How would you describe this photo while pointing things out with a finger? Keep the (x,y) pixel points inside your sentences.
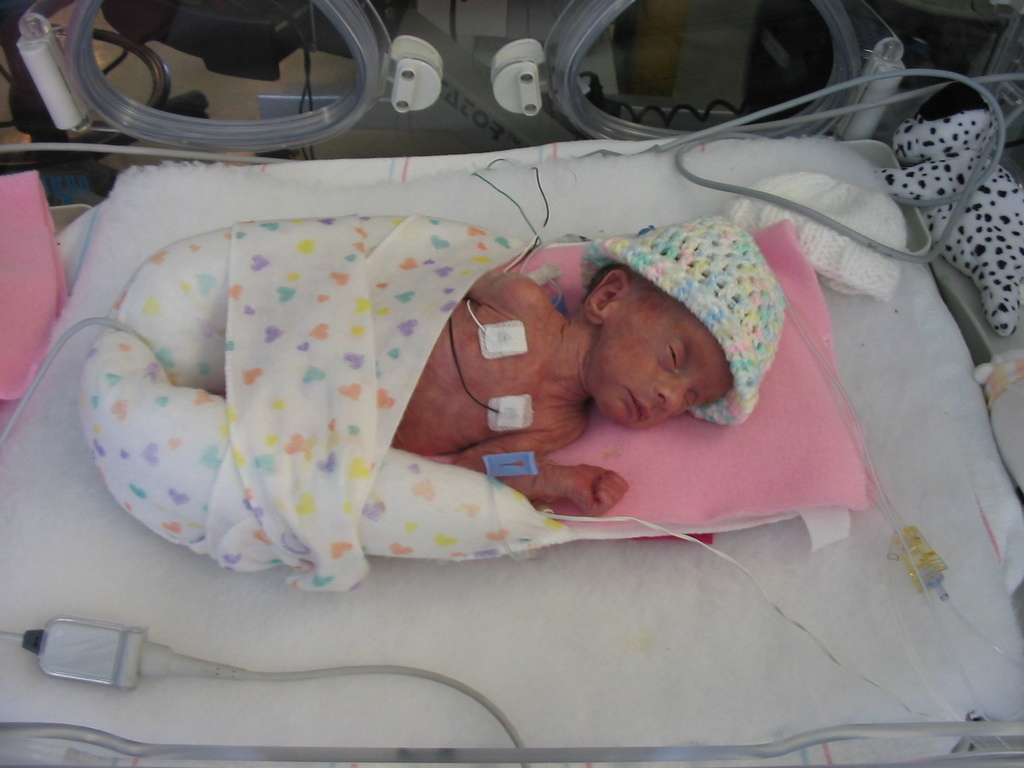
In this image there is a small baby (581,381) sleeping on the bed (591,454) and there are a few cables (450,325) of a hospital equipment (488,350) is attached to the chest (483,392) of a baby (469,381) and there are toys (1010,264) and other objects (39,236) are placed around the baby (624,360).
